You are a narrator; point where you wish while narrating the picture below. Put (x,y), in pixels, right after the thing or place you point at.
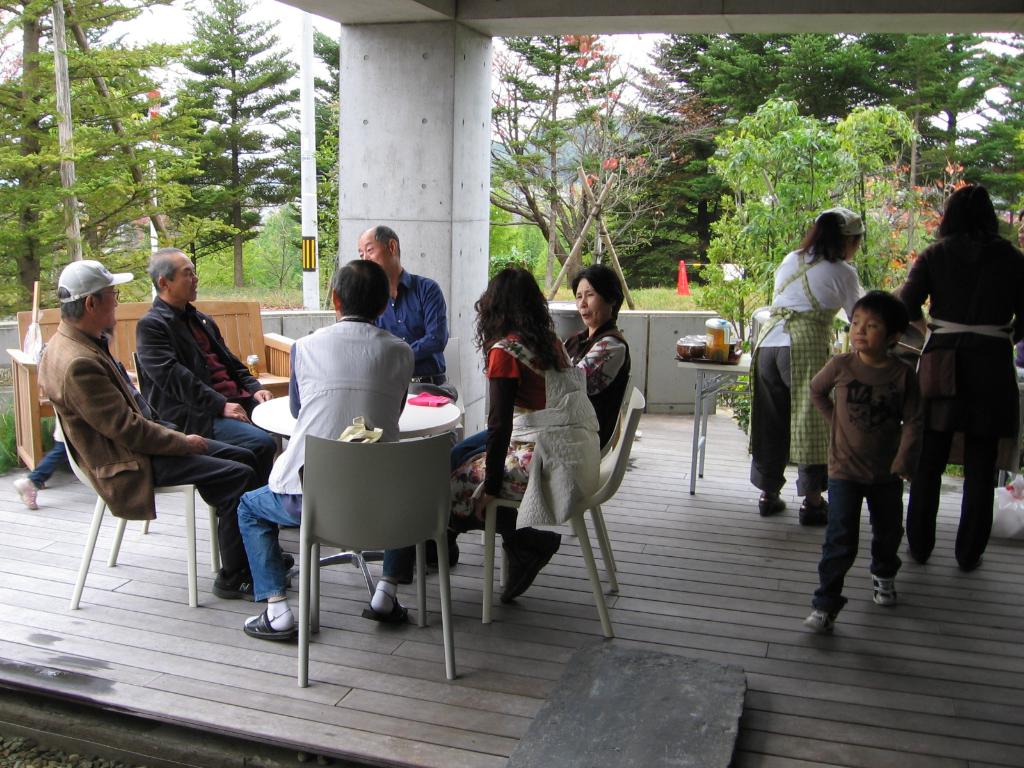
The picture is taken outside where people (497,322) are sitting on the chairs (421,596) and between them there is a round table (412,428) and behind them there is one bench (270,364) and trees (828,108) around them and at the right corner of the picture (1012,401) three people (943,427) are standing and in front of them there is a table (732,364) dishes (698,355), bowls (683,344) are present.
